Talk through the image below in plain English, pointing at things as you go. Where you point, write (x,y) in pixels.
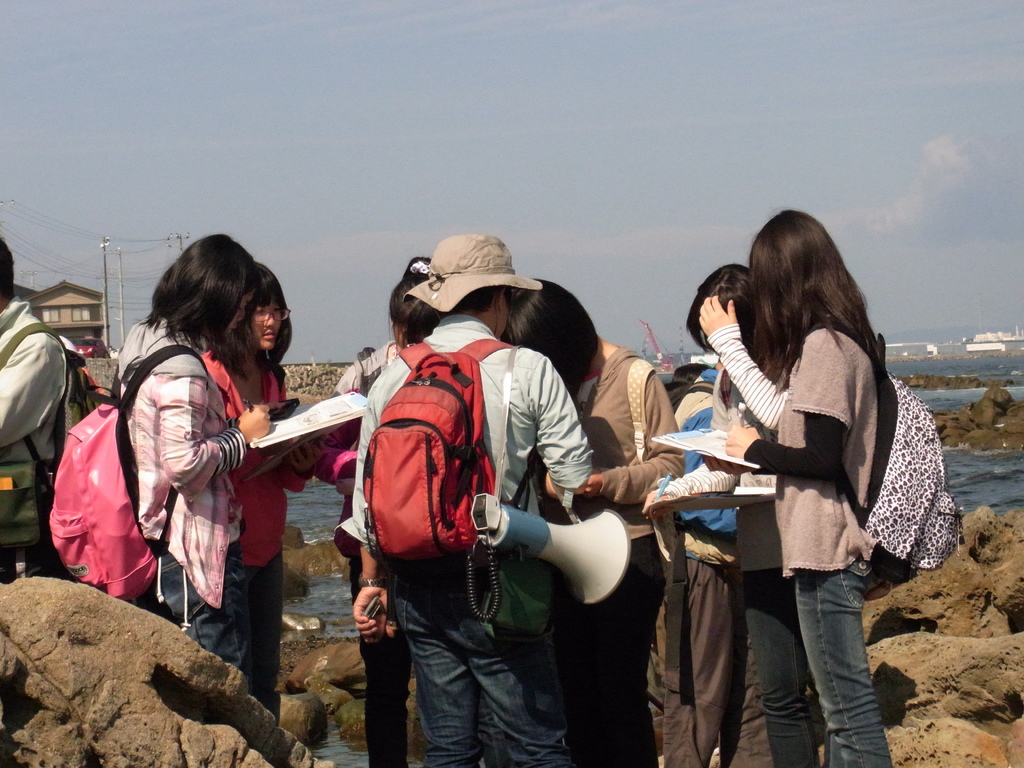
In this image there are few people (199,573) wearing bags (53,518) and holding books (360,404) in their hands (313,463). In the front of the image (181,661) there are rocks (929,657). At the center of the image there are rocks (1009,538) in the water (981,367). In the background (929,346) there are buildings (69,316), current poles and sky (645,91).
